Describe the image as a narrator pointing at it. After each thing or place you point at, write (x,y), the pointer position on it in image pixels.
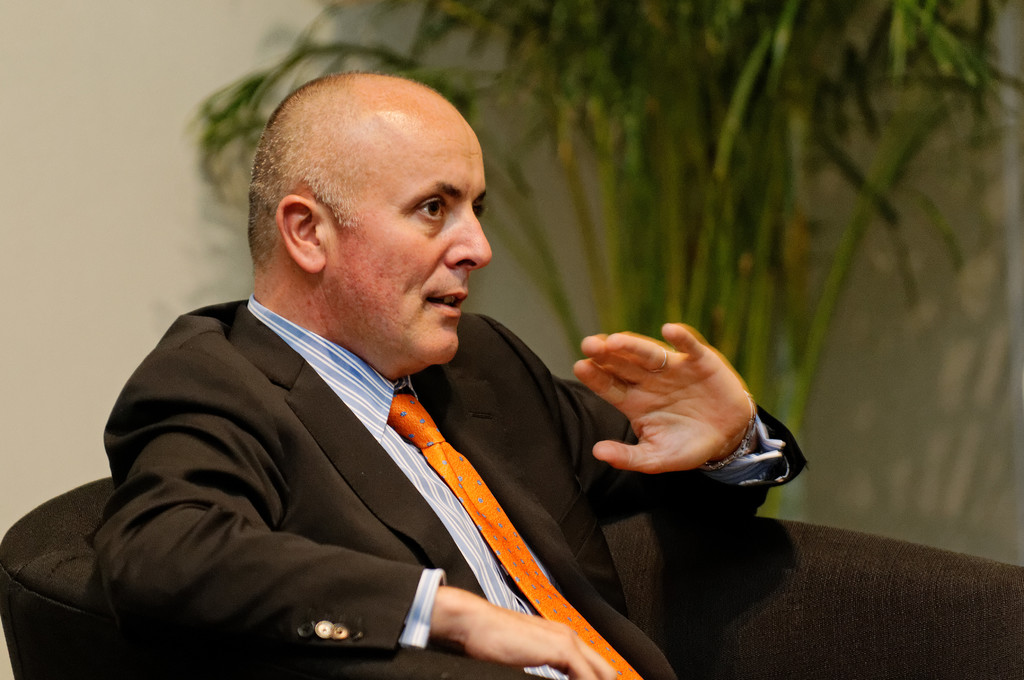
In the image we can see a man (365,454) sitting, wearing clothes (417,457) and it looks like he is talking. Here we can see the plant (697,157), wall (71,187) and the background (12,145) is blurred.
